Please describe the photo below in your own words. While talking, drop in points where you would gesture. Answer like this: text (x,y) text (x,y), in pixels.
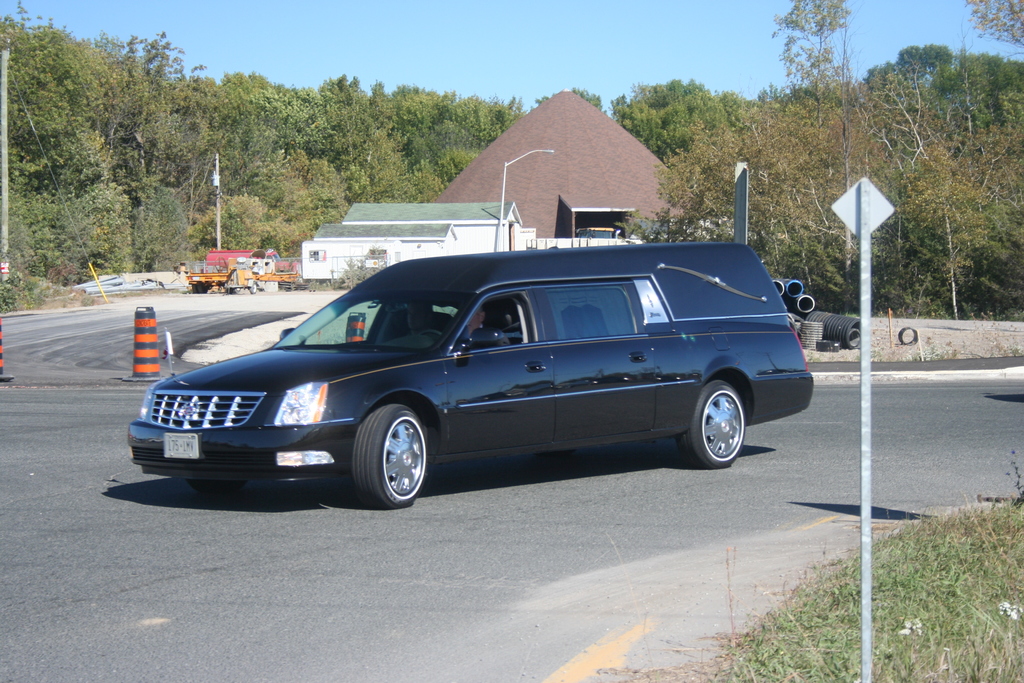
In this image, we can see a car (509,371) on the road (497,510). There are shelters (388,245) and some trees (348,111) in the middle of the image (357,252). There is a sign board (868,376) in the right side of the image (870,331). There are some plants (961,592) in the bottom right of the image (957,604). There is a sky (512,41) at the top of the image (497,38).
